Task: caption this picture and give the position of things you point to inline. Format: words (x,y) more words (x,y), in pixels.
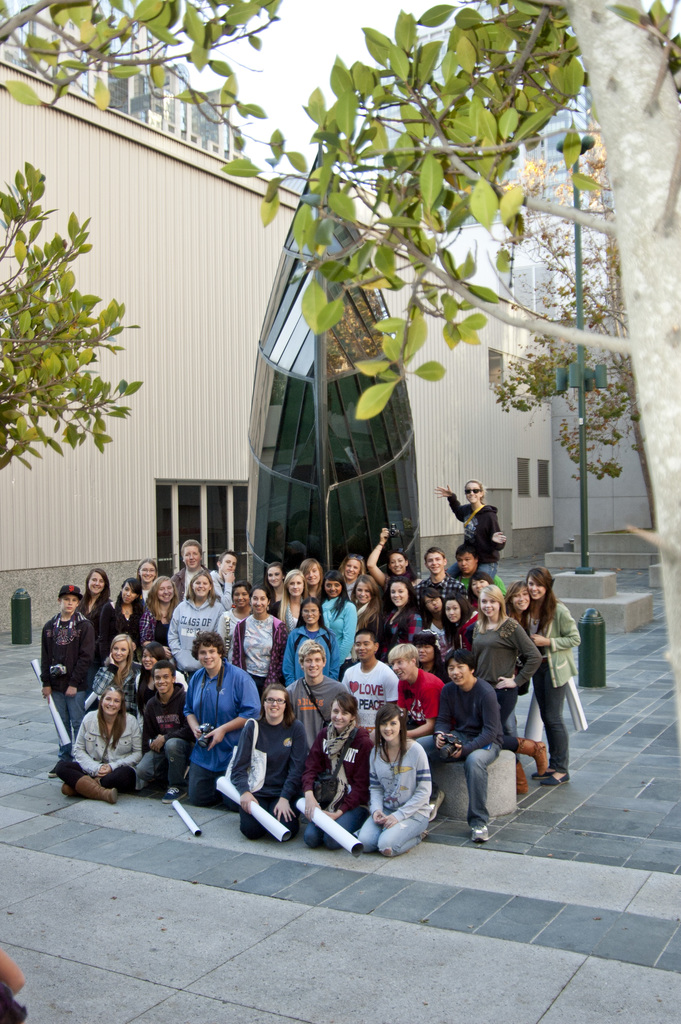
In the center of the image (300,582), we can see some people (325,662) sitting and some are standing and in the background (248,392), there are trees (414,317), buildings (120,211) and there is a monument (391,503).
